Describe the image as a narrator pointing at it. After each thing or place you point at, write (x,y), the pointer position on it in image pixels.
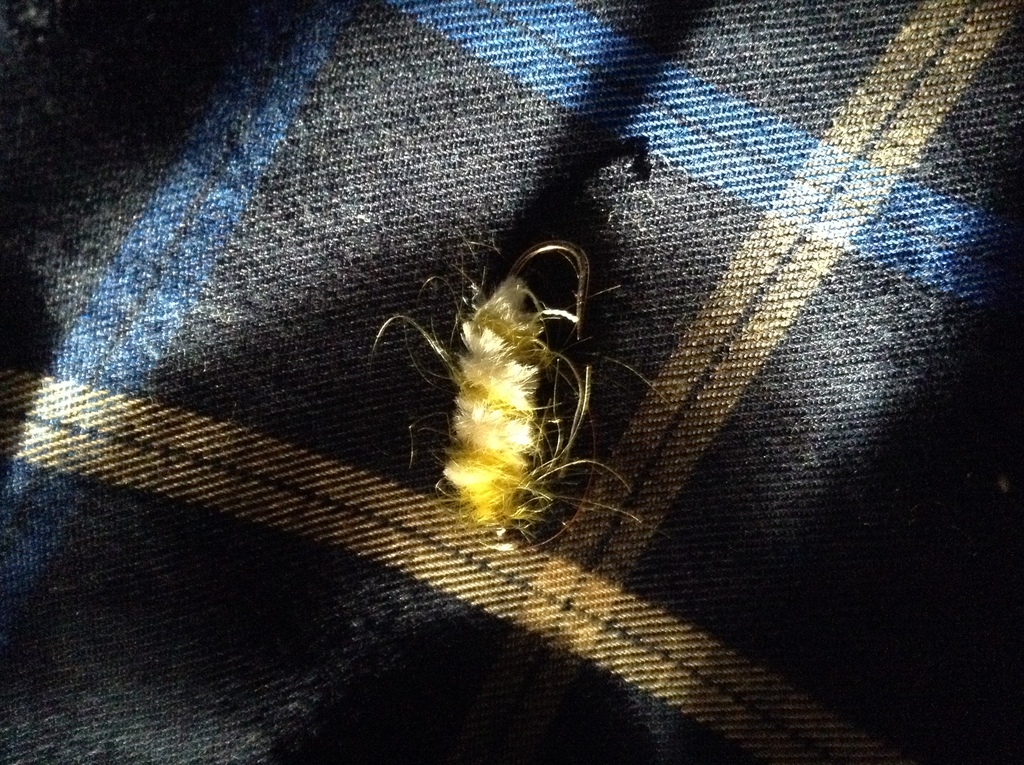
In the picture there is a cloth (454,187) and some fishing lure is lying on the cloth (294,410) there is a slight sun light (489,130) falling on the cloth (471,69).
